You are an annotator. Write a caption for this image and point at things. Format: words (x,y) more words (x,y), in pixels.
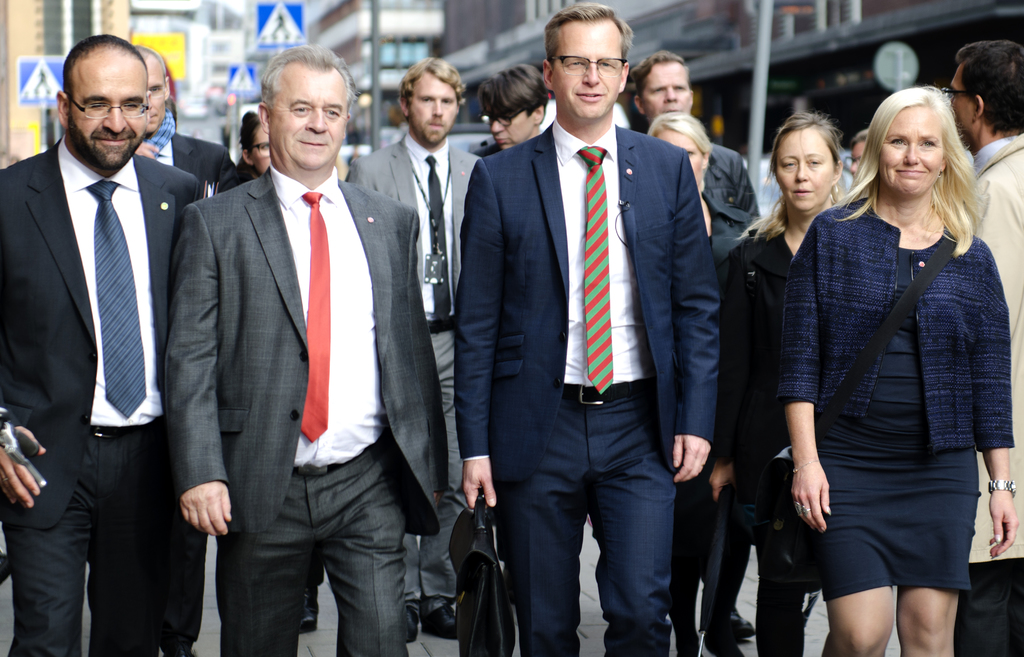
There are people (624,286) in the foreground area of the image (434,117), there are buildings (513,49) and poles (376,49) in the background (737,92).
